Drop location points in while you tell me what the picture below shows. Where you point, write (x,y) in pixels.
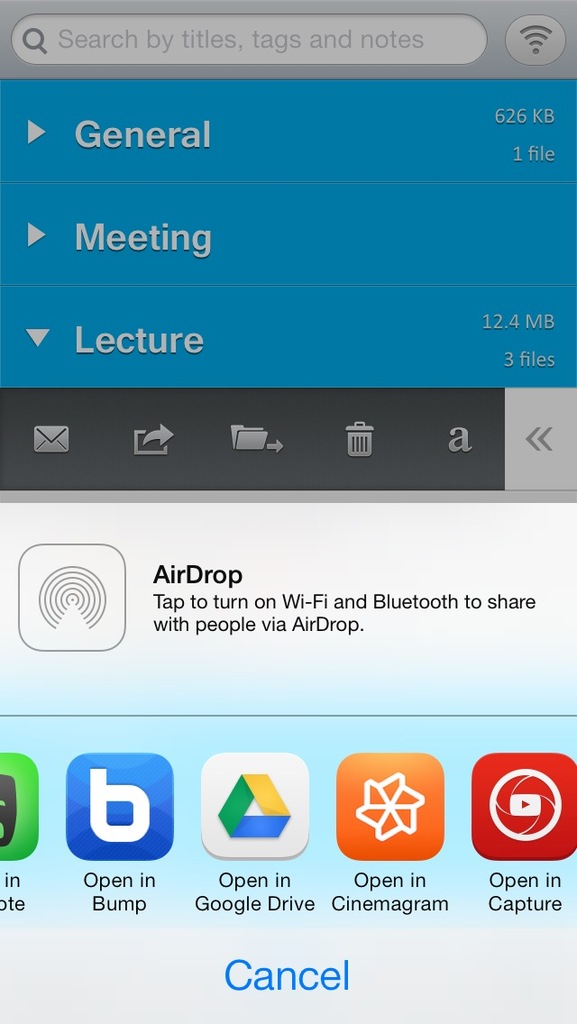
This is a screenshot. In this image there is a screenshot of the mobile screen (344,364). In the screenshot there is a text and there are different icons (233,428) and there is a search bar (319,62) and there is a WiFi symbol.
